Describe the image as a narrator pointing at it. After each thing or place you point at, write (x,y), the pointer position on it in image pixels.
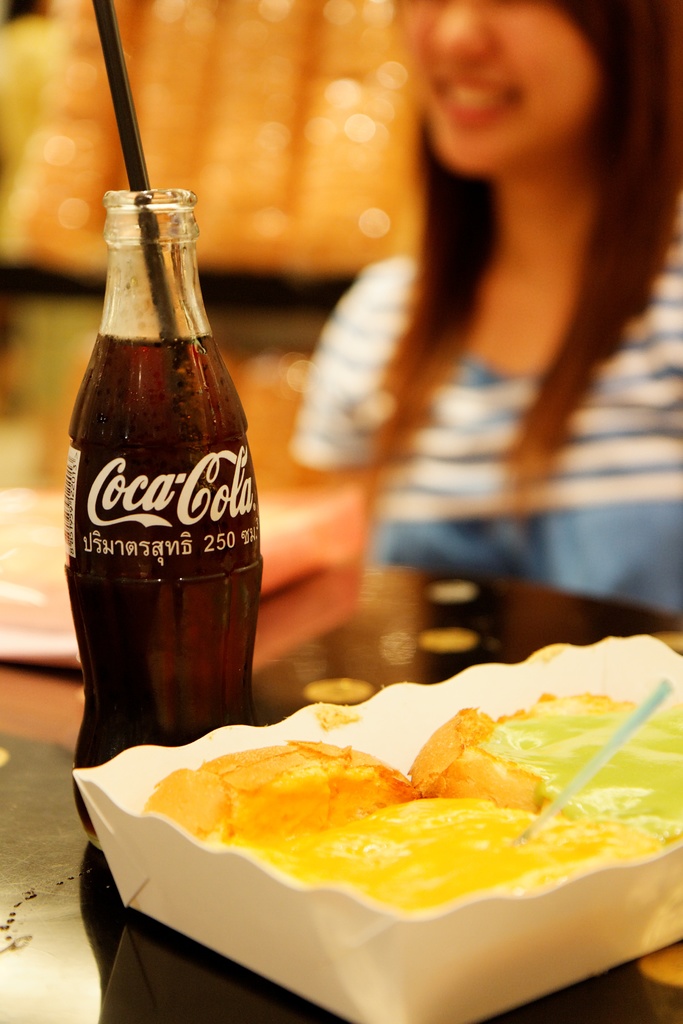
In the image we can see one person (544,367) she is smiling. In front (496,827) we can see table (130,996) on table (92,993) we can see food item (488,858) and coca cola bottle (206,458).
